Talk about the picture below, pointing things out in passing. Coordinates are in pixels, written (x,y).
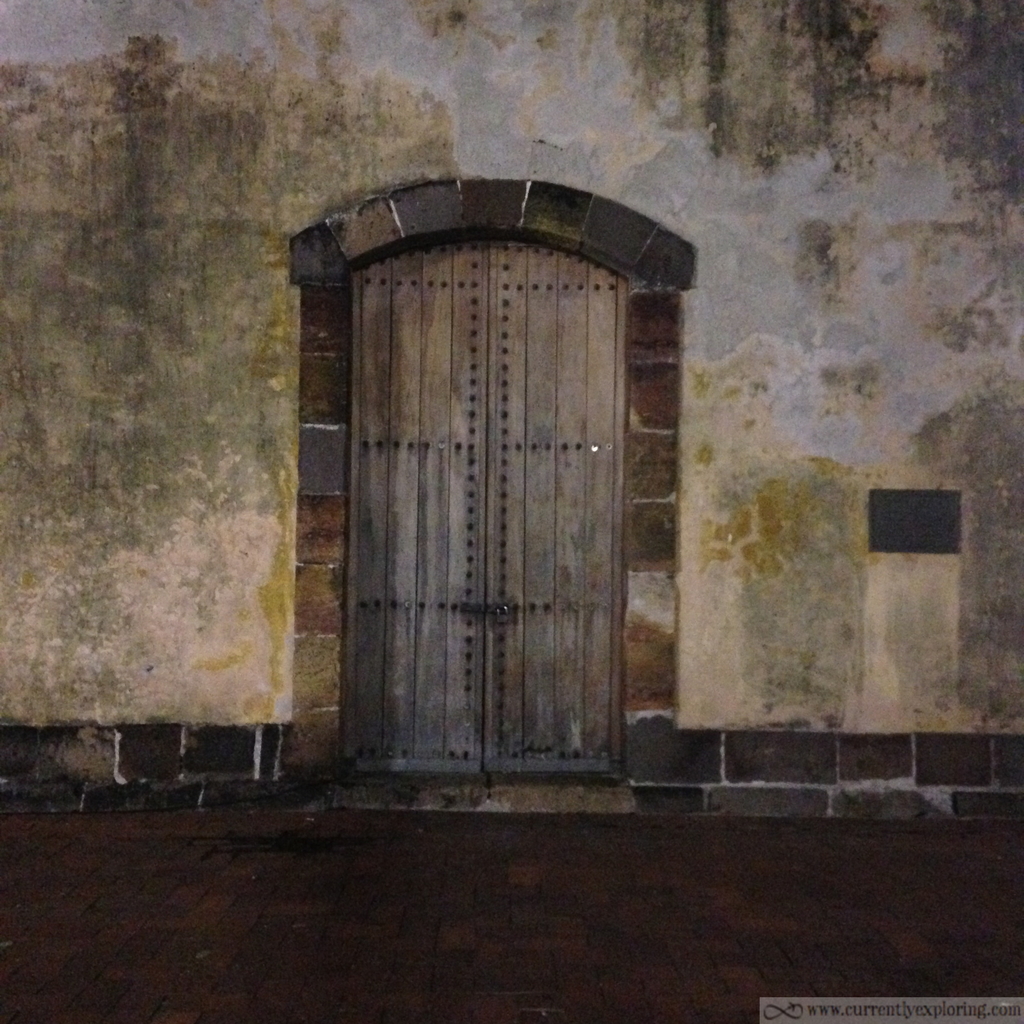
There is a door (456,632) and wall (311,539) in the center of the image (561,458) and text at the bottom side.
